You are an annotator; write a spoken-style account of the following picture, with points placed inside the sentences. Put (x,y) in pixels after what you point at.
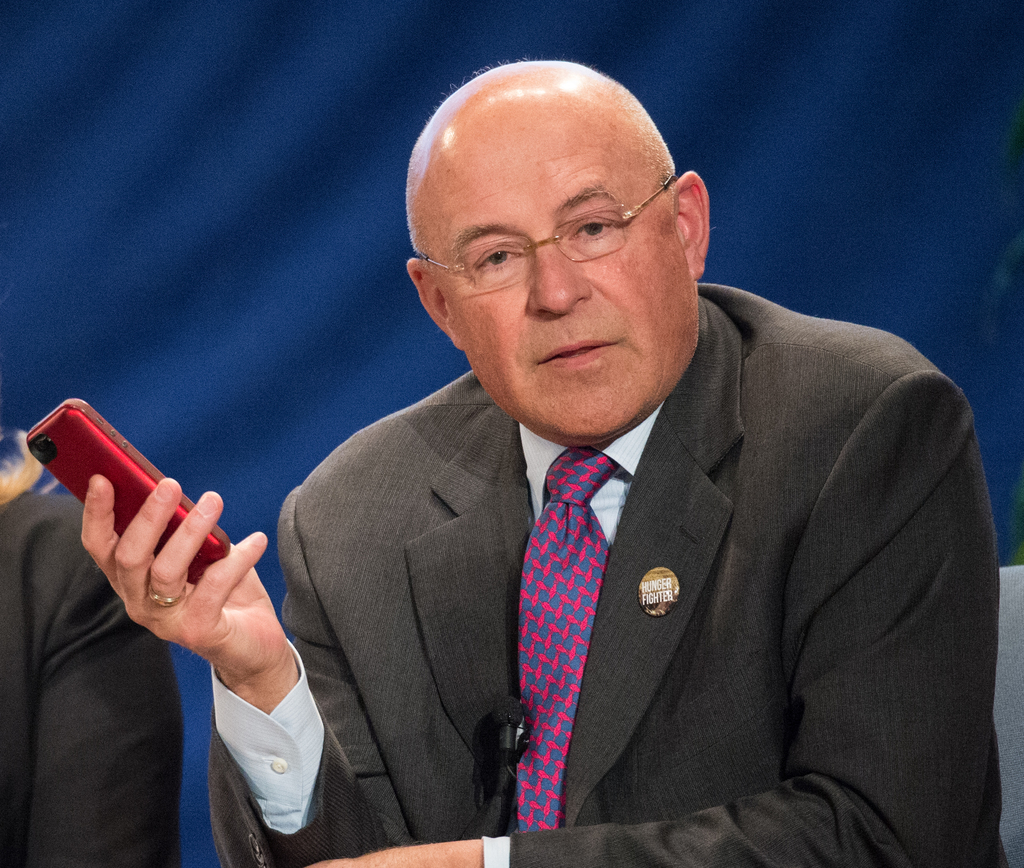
In this picture i could see a person (291,505) holding a red colored mobile phone (124,463) wearing a black blazer (764,513) and glasses (599,240) on him in the back ground (327,142) i could see the blue color curtain (259,203) and beside him there is a person (103,649).
